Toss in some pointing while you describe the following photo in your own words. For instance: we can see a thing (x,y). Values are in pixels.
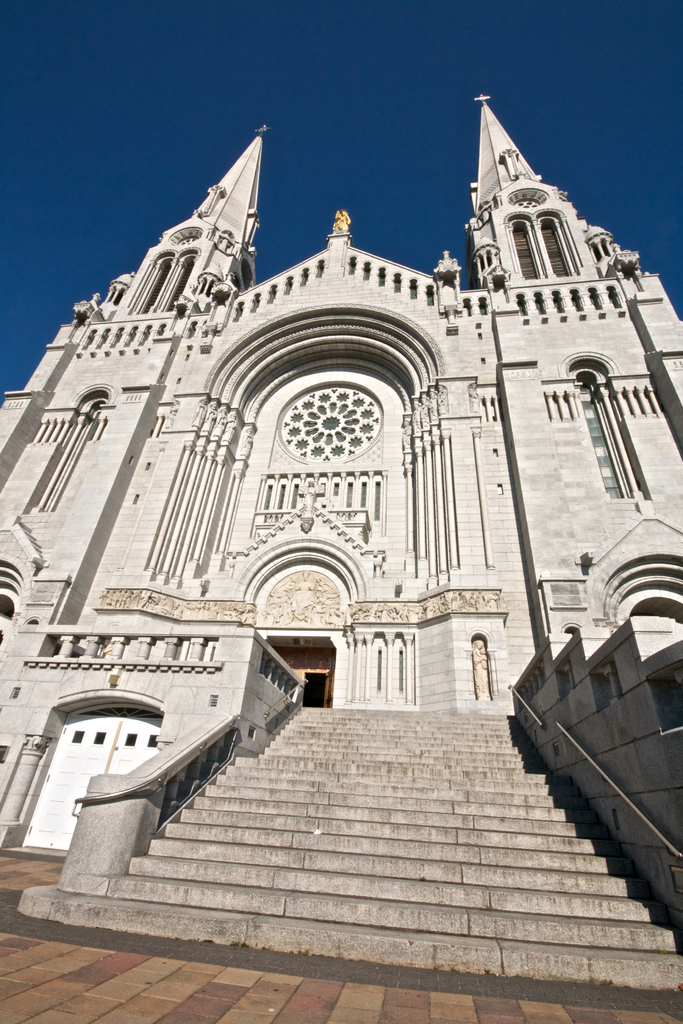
In this image there is a church building (362,539) with stairs (277,755) in front of it and there is a closed door (118,764).
